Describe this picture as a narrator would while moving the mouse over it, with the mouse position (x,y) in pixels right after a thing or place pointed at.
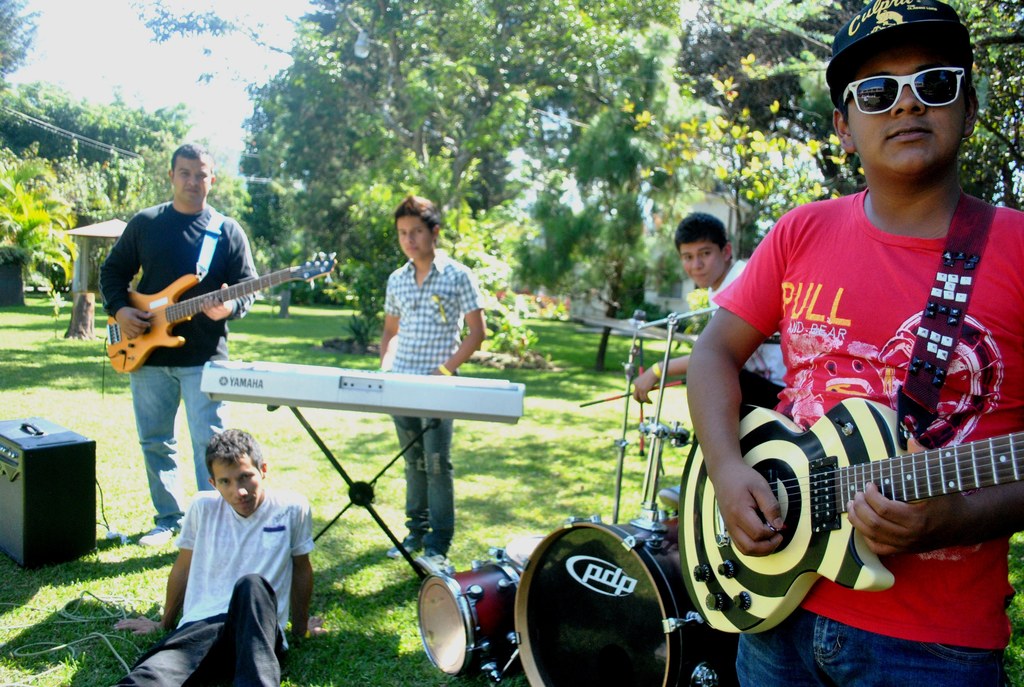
In this image i can see four man (762,336) playing the musical instrument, and the man (274,525) here is sitting on the ground (275,324), at the back ground (401,155) i can see the tree (413,147) and a sky (190,72).
